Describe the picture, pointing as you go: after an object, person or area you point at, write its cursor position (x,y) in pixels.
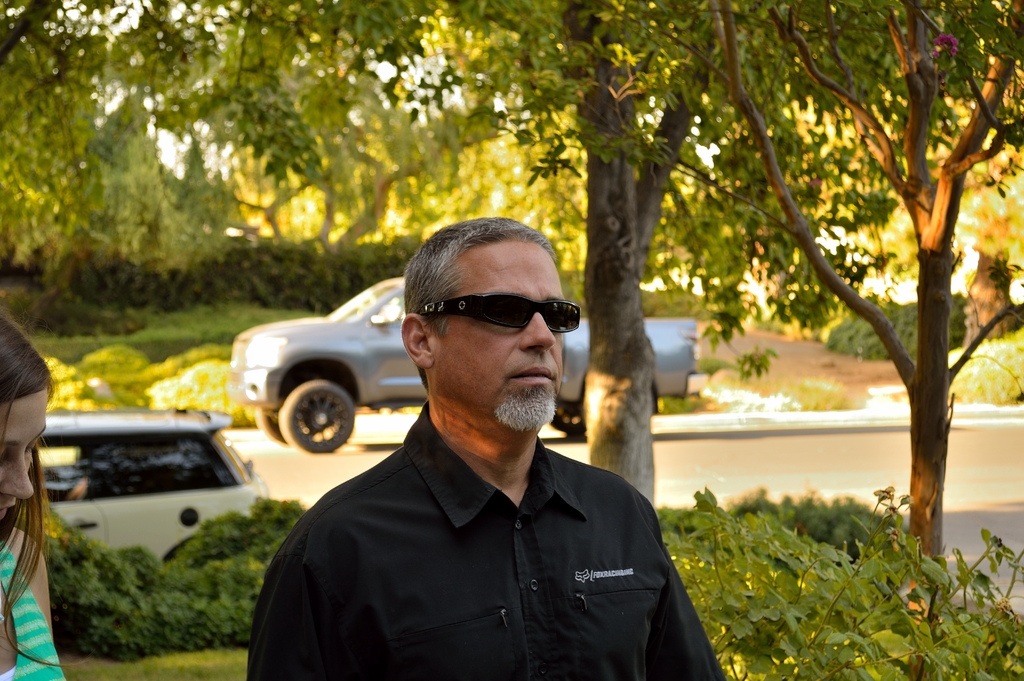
In this picture there is a person (512,512) black shirt (434,476) and there is a woman (39,654) with green dress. At the back (166,485) there are vehicles (162,465) on the road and there are trees (812,150). At the bottom (982,484) there is a road (885,446) and there is grass (137,673).
